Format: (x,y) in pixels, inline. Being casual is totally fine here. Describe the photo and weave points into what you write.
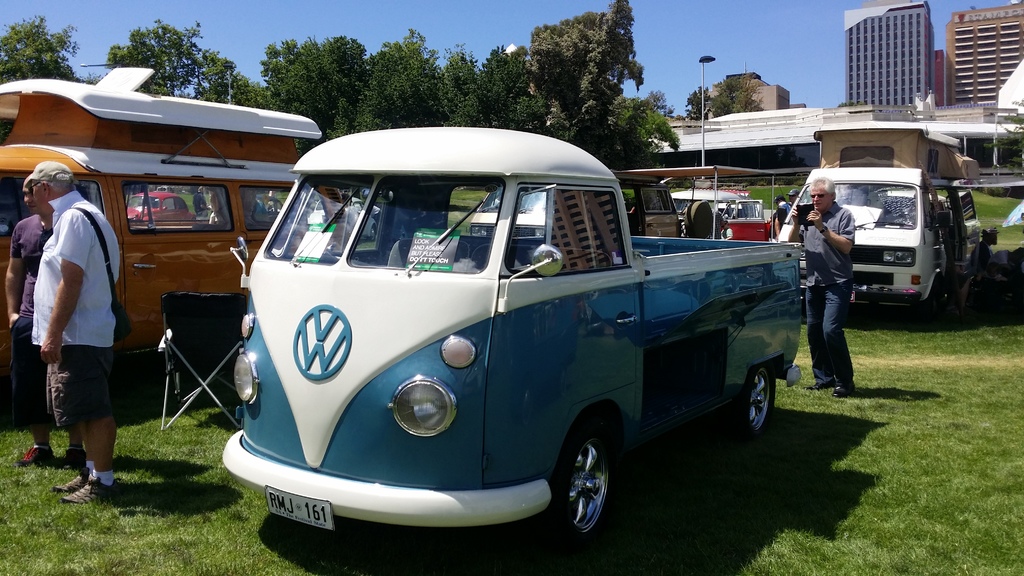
In this image in the foreground (514,182) there are some vehicles (392,320), and some persons (97,264). At the bottom (978,484) there is grass (176,492), on the left side (184,343) there is a chair (214,315). In the background (973,39) there are some buildings (737,127), trees (582,93), pole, and at the top of the image (831,68) there is sky (706,79).
